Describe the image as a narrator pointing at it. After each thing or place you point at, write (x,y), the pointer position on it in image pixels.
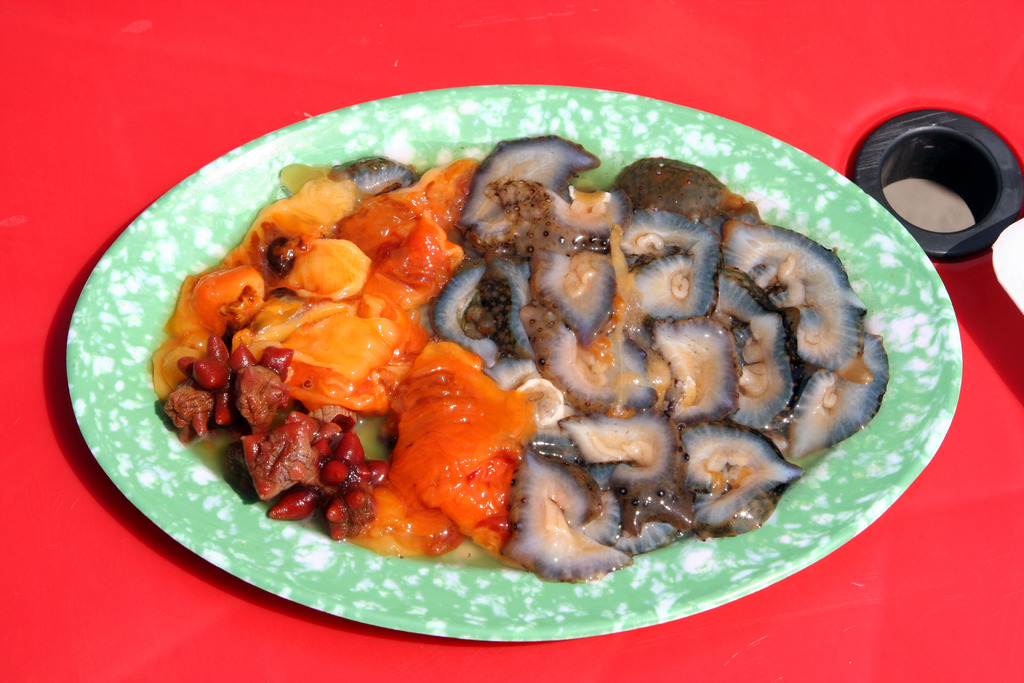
In this image we can see a plate (773,169) of food items (389,263) on the red color table (705,41). We can also see the hole (950,191) on the right (943,187).
